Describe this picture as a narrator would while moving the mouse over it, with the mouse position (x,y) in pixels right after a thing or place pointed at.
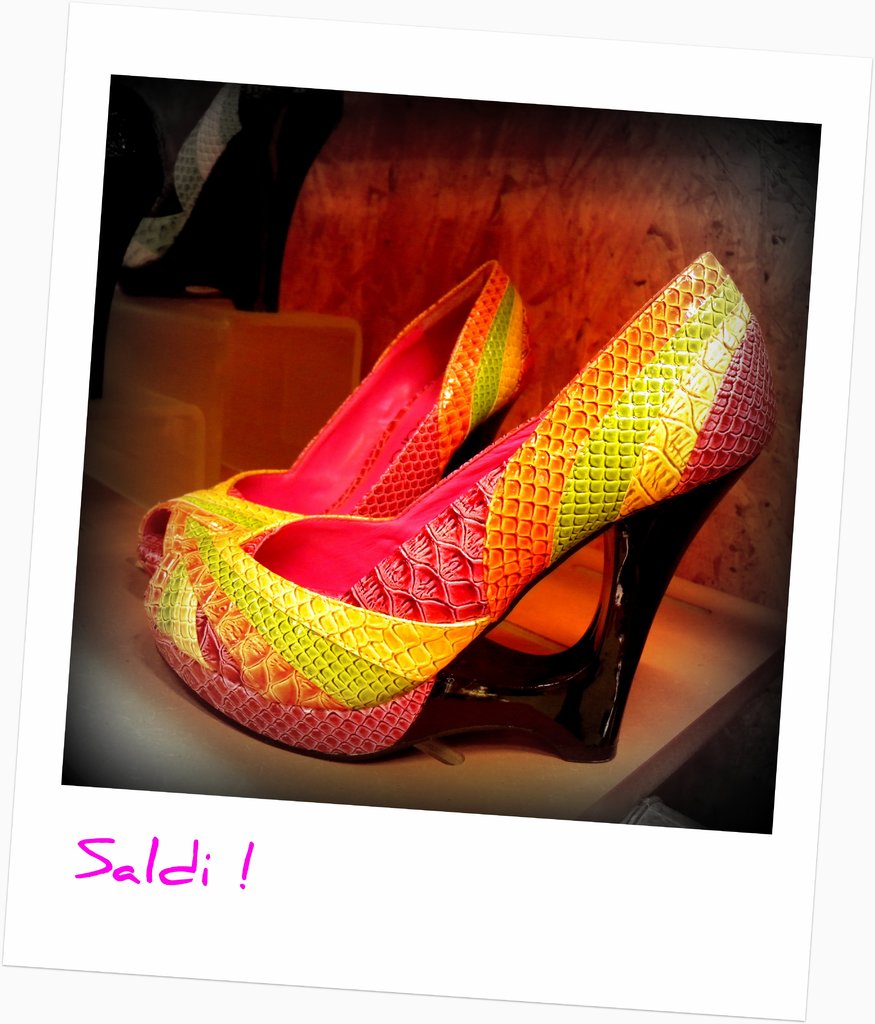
Here, we can see a photo, we can see ladies shoes (239,519) in the photo.
